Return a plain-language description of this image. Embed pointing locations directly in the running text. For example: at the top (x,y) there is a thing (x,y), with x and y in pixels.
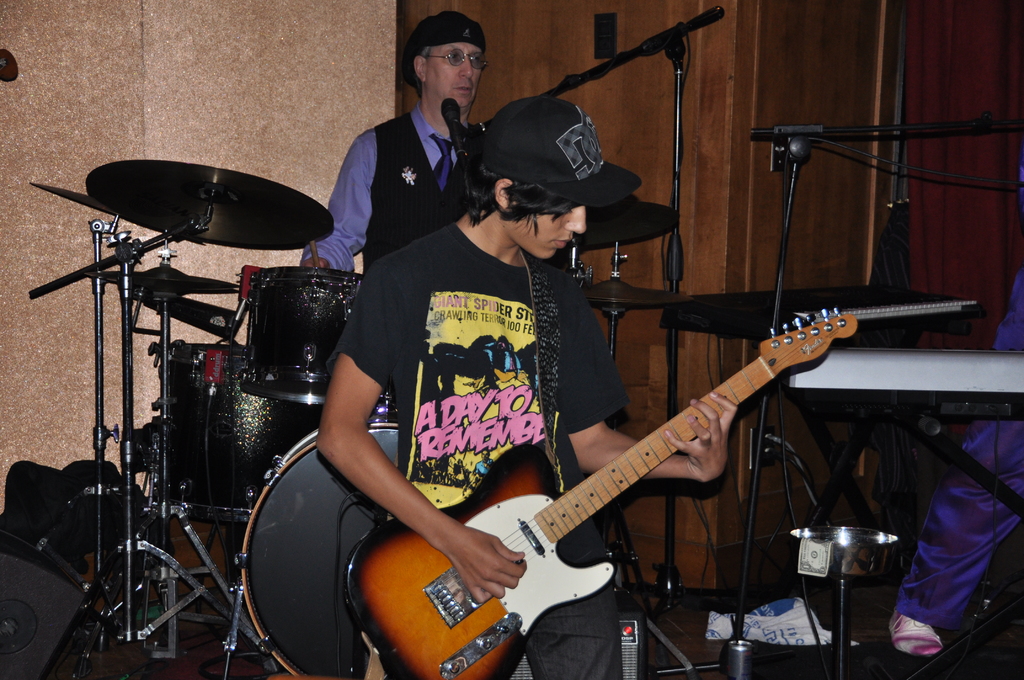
There are three persons (417,370). They are standing. They are playing a musical instruments (663,294). They are wearing a cap (608,191). We can see in background (235,204) cupboard (634,131), wall (253,97) and musical instruments (309,450).
